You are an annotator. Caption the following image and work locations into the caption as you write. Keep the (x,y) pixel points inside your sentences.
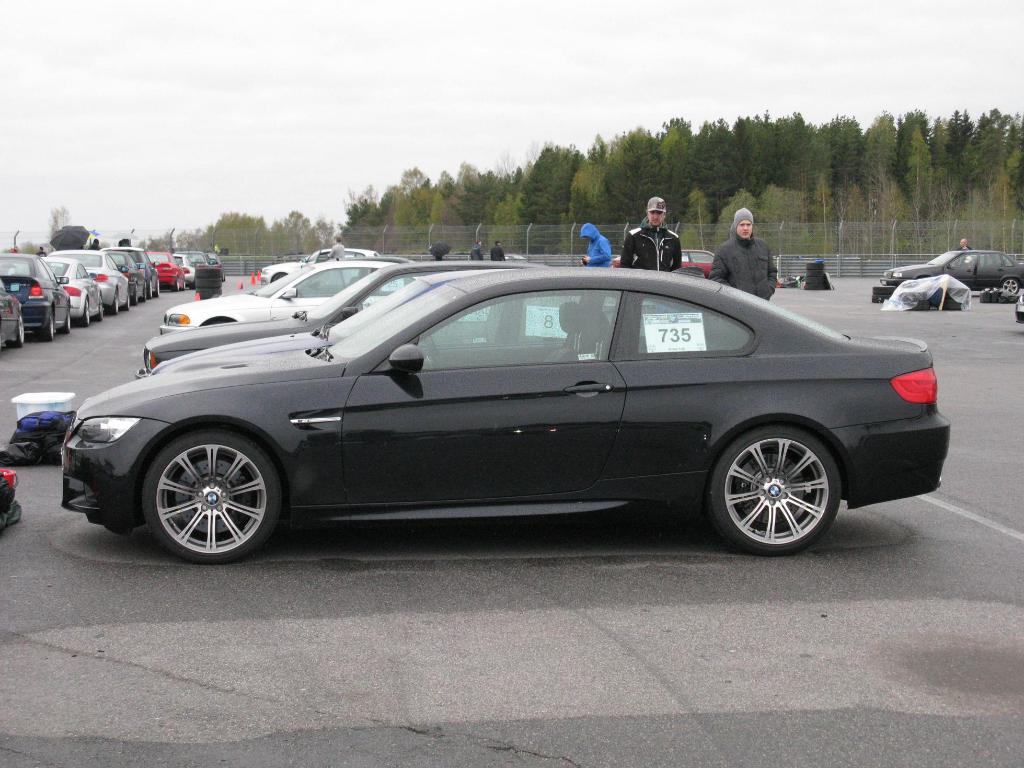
In this picture I can see few cars (636,310) parked and I can see few people (642,266) are standing and I can see caps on their heads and couple of trash bags (45,444) and a dustbin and few boxes (945,294) on the ground (614,576) and I can see trees (695,194) and a cloudy sky (431,119).
